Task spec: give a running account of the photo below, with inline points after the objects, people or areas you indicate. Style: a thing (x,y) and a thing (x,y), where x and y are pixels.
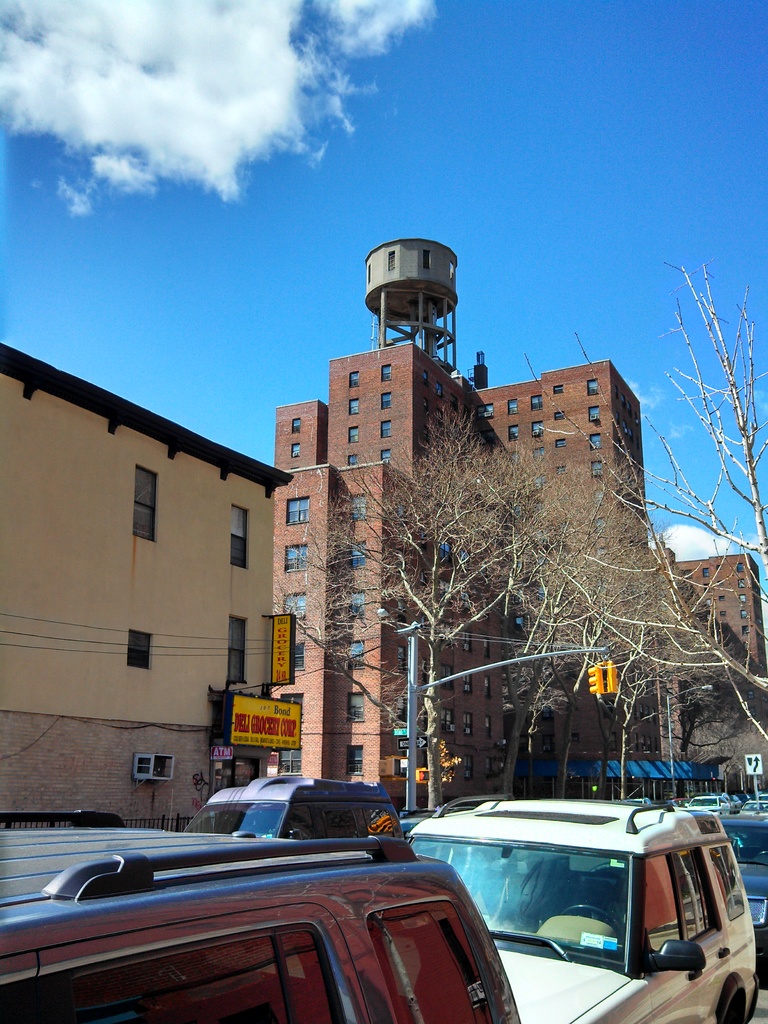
In this image I can see few vehicles (466,946). In the background (598,646) I can see few dried trees (702,638), buildings (358,560), boards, traffic signals (609,686) and the sky (316,231) is in blue and white color.
